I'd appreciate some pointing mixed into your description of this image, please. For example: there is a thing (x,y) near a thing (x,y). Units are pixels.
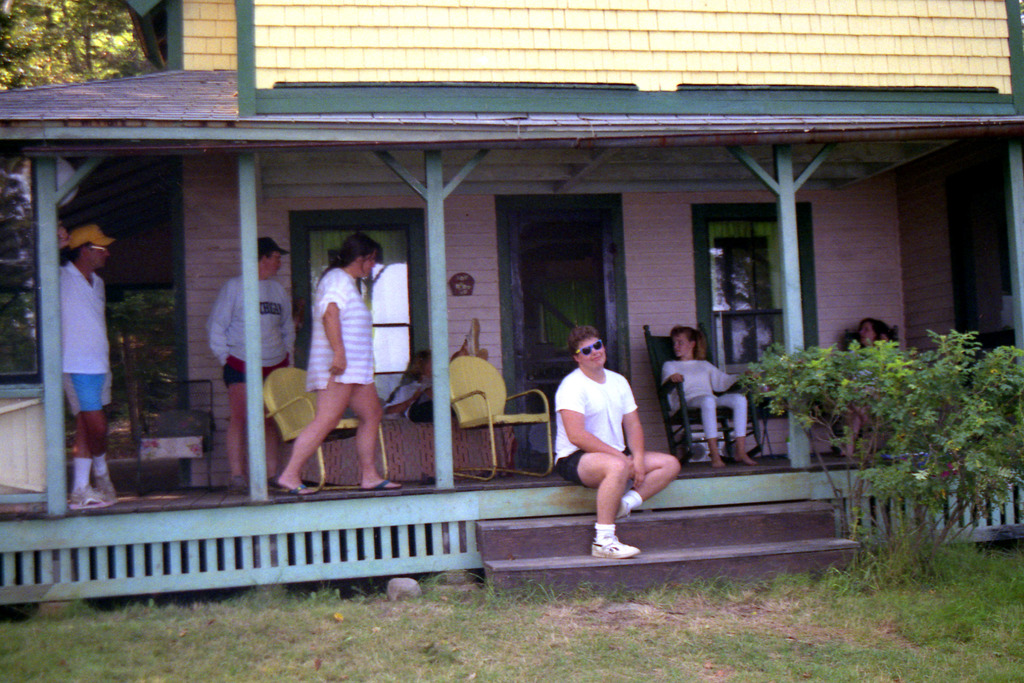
In this image there is a house (506,406), chairs (494,400), people (706,414), plants (883,414), grass (877,605), trees (66,13), windows (697,321), door (552,302) and objects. Few people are sitting.
